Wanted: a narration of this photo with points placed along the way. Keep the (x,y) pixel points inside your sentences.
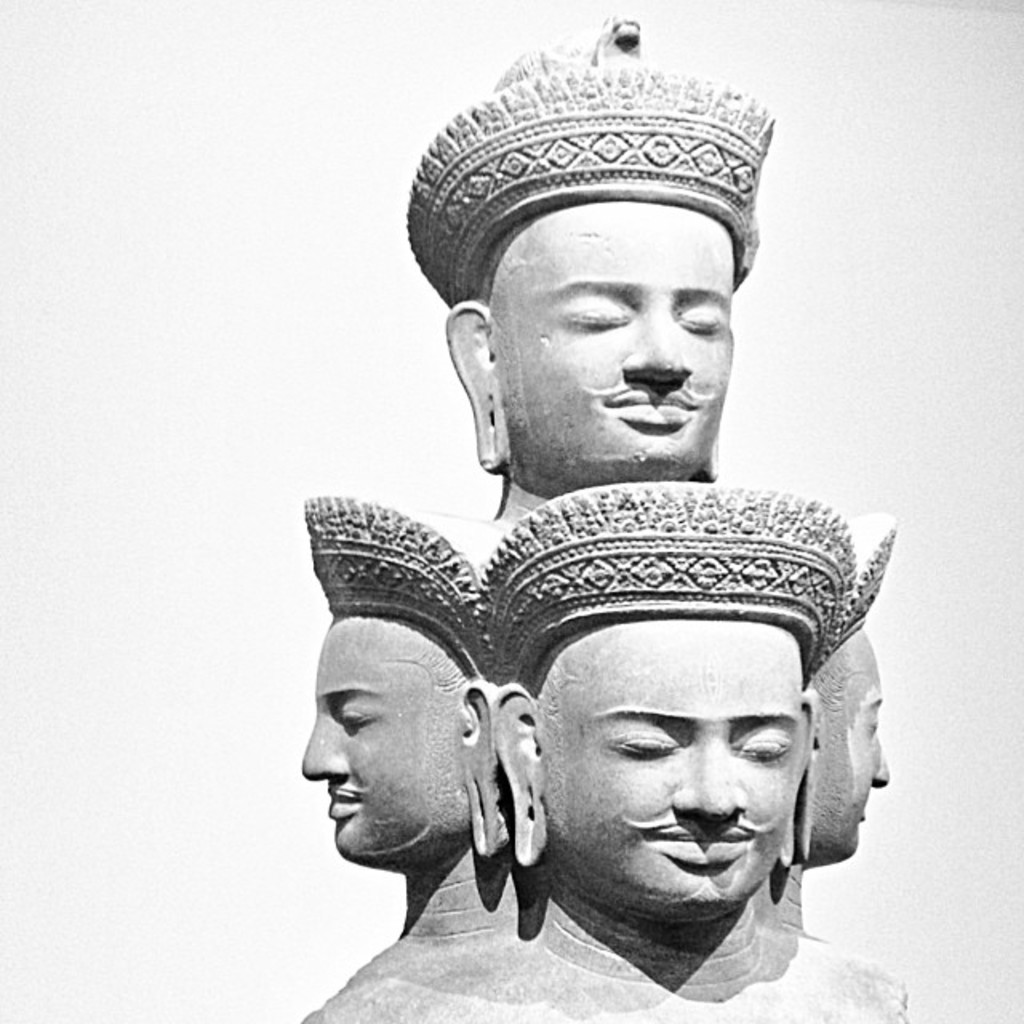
In the picture we can see a sculpture (626,934) of three heads (841,708) side by side with crowns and one head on top of it with a crown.
